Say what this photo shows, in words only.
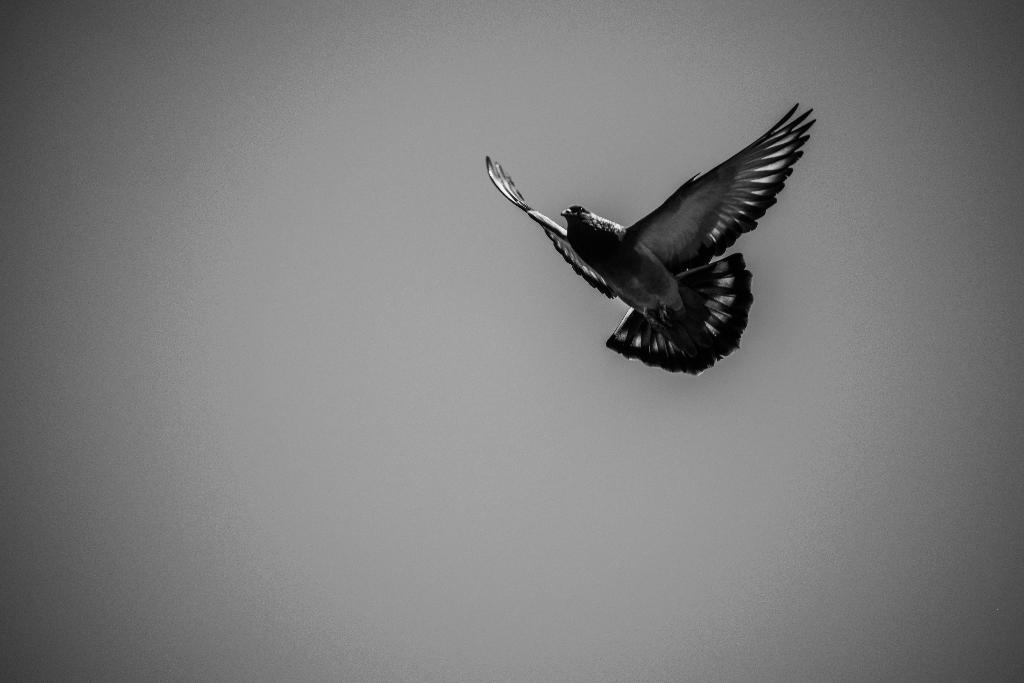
In this image, we can see a bird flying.
